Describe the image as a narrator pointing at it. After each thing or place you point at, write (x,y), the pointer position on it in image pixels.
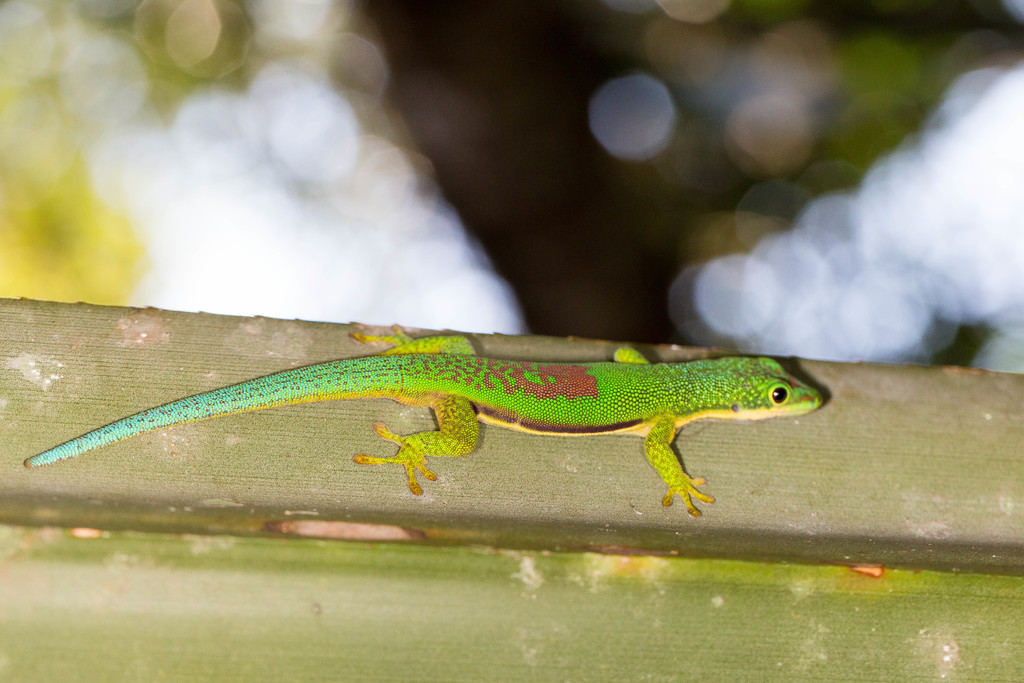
Here in this picture we can see a green gecko (434,358) present on a plant stem (948,444) over there.
